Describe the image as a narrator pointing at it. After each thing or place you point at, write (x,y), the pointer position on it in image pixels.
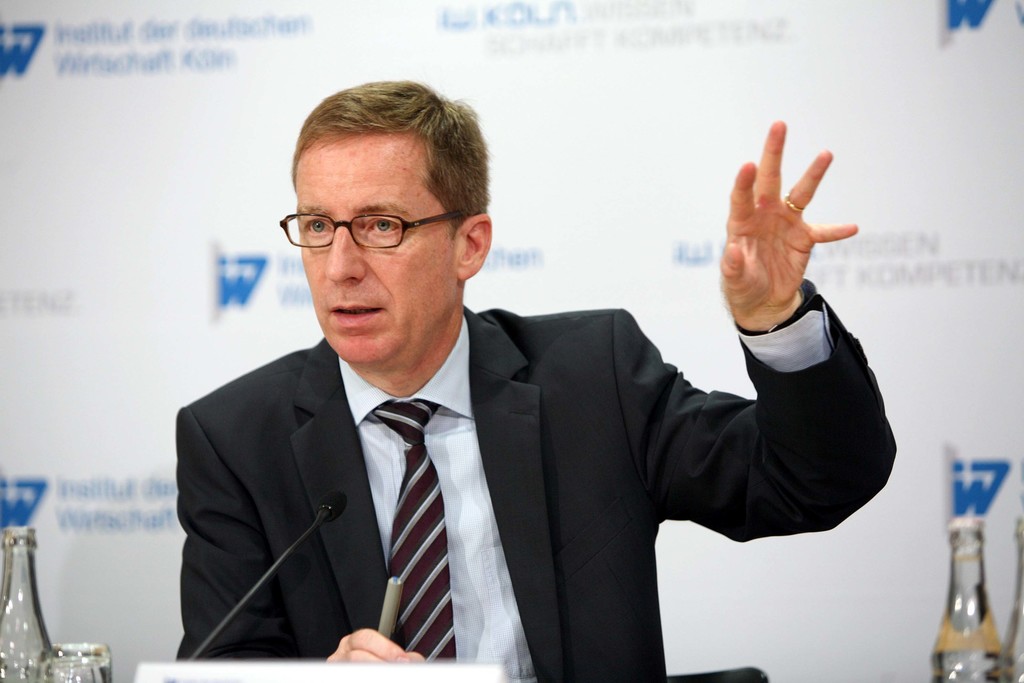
In this image there is a man (434,388) towards the bottom of the image (515,486), he is wearing a suit (505,480), he is wearing spectacles (379,235), he is holding an object (389,607), there is a microphone (344,498), there are bottles (33,614) towards the bottom of the image (20,561), there is a glass (88,664) towards the bottom of the image (99,656), there is an object (274,670) that looks like a board (391,670) towards the bottom of the image (343,671), at the background of the image (132,669) there is a board (276,210), there is text (91,497) on the board (853,207).
